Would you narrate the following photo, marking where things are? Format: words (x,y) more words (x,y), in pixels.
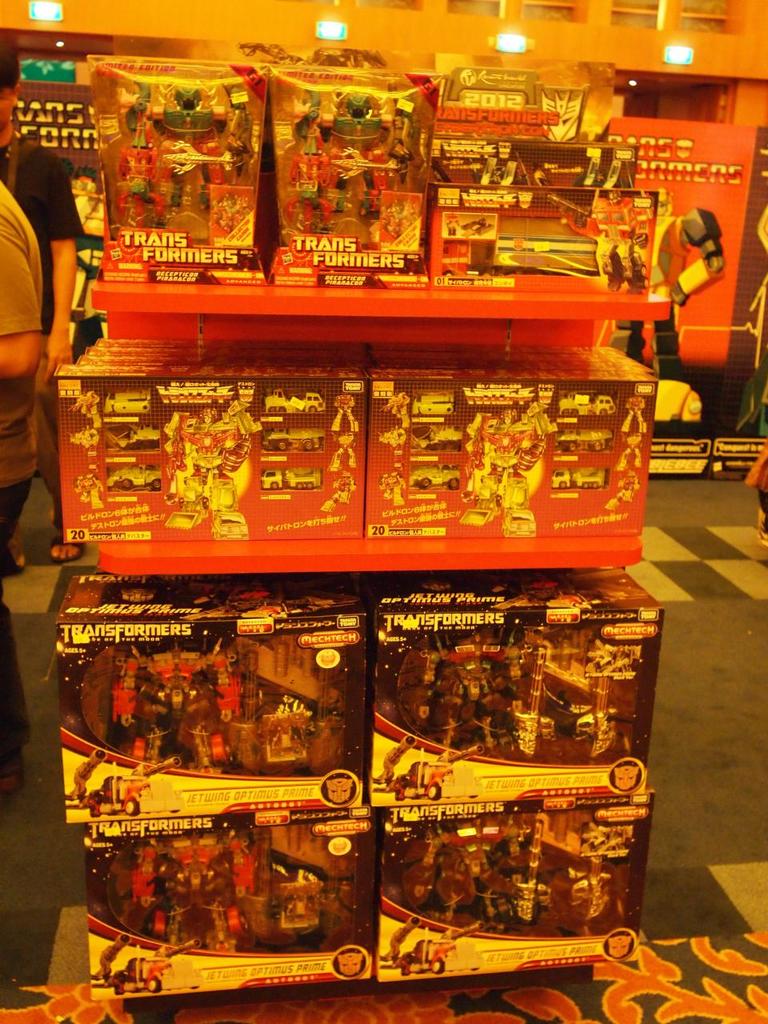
In the foreground of this image (408,873), there are toy boxes (391,669) in the shelf (294,325). On the left (39,198), there are two people (32,213) on the floor (30,626). In the background (717,181), it seems like banners (66,124) and few lights (54,3) at the top (69,135).
